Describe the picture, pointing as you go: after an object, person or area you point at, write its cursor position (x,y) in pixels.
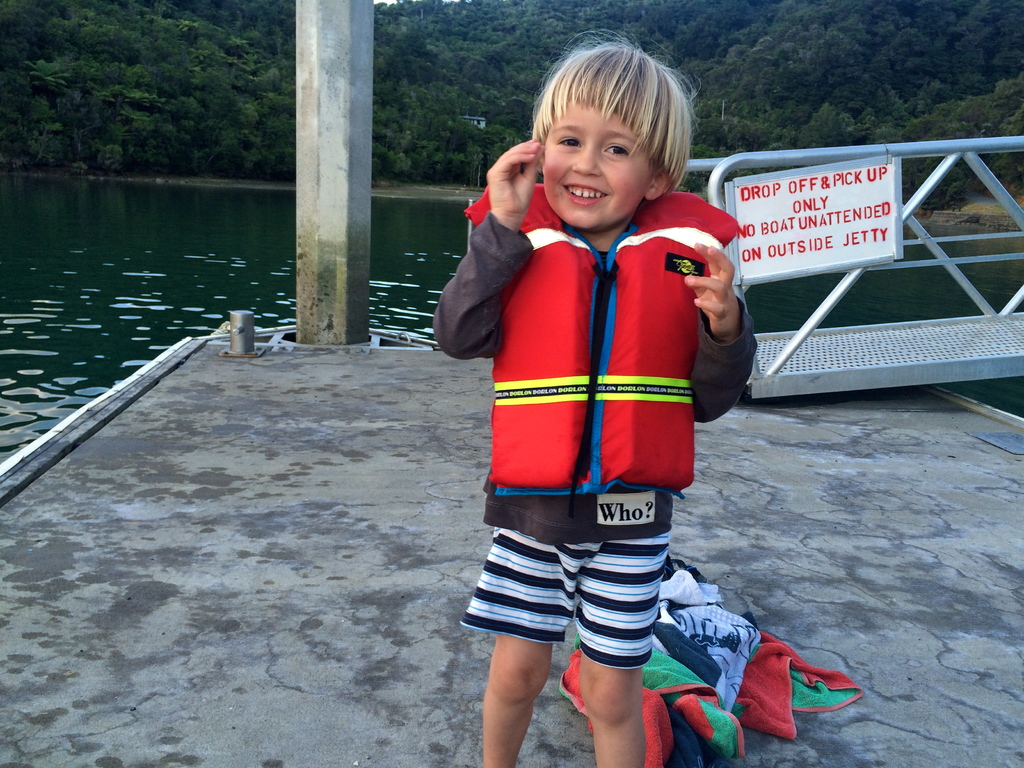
In this picture we can see a child (508,564) wore a jacket (536,287) and smiling and at the back of this child (500,494) we can see clothes (709,591) on the floor (705,542), name board (800,214), water (294,322), pillar (341,189), rods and some objects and in the background (431,98) we can see trees (530,82).
